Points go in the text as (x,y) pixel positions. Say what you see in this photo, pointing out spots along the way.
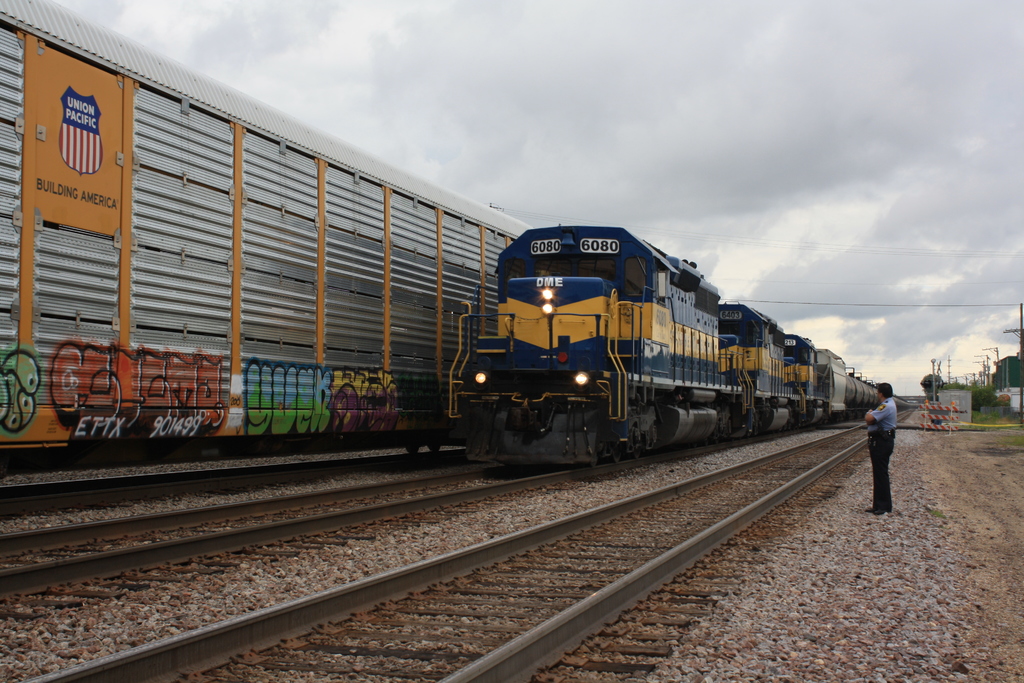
There is a man (882,451) standing and we can see trains (490,457) on track (576,566). In the background (946,338) we can see poles (1015,333), trees (978,409) and sky (842,148) with clouds (726,166).
